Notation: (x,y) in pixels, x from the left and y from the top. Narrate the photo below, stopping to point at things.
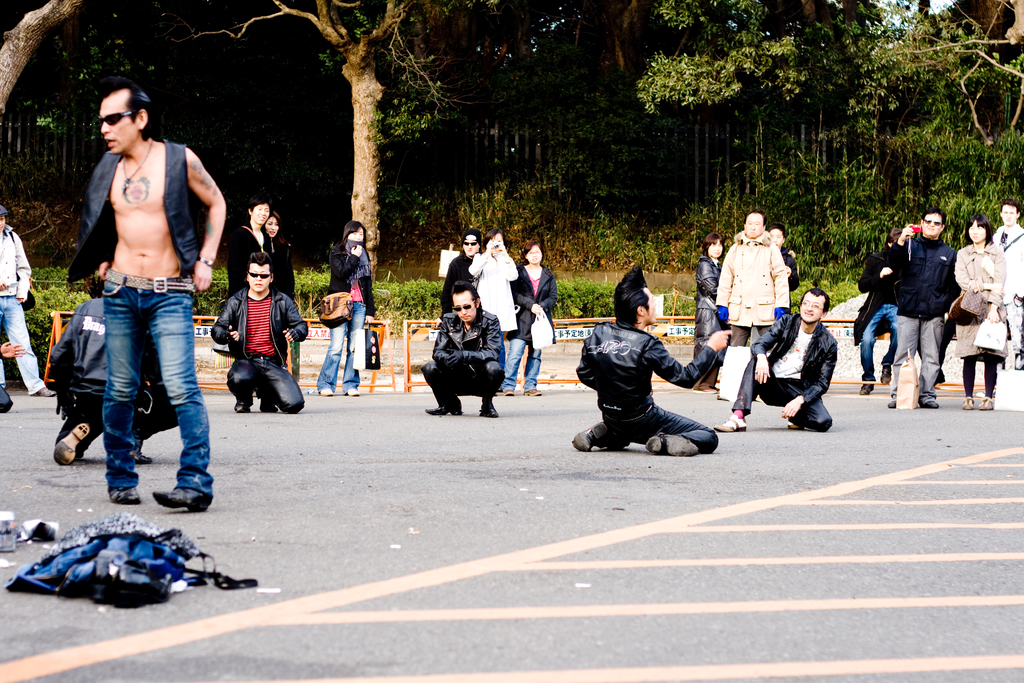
In this image there are group of persons (148,283) standing and squatting. On the right side (934,265) there is a man (926,287) standing and holding an object (914,228) which is red in colour. In the background (364,146) there are trees (716,122), plants (390,283), poles (387,337). In the front (130,582) on the ground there are objects (94,564) which are black and blue in colour.
